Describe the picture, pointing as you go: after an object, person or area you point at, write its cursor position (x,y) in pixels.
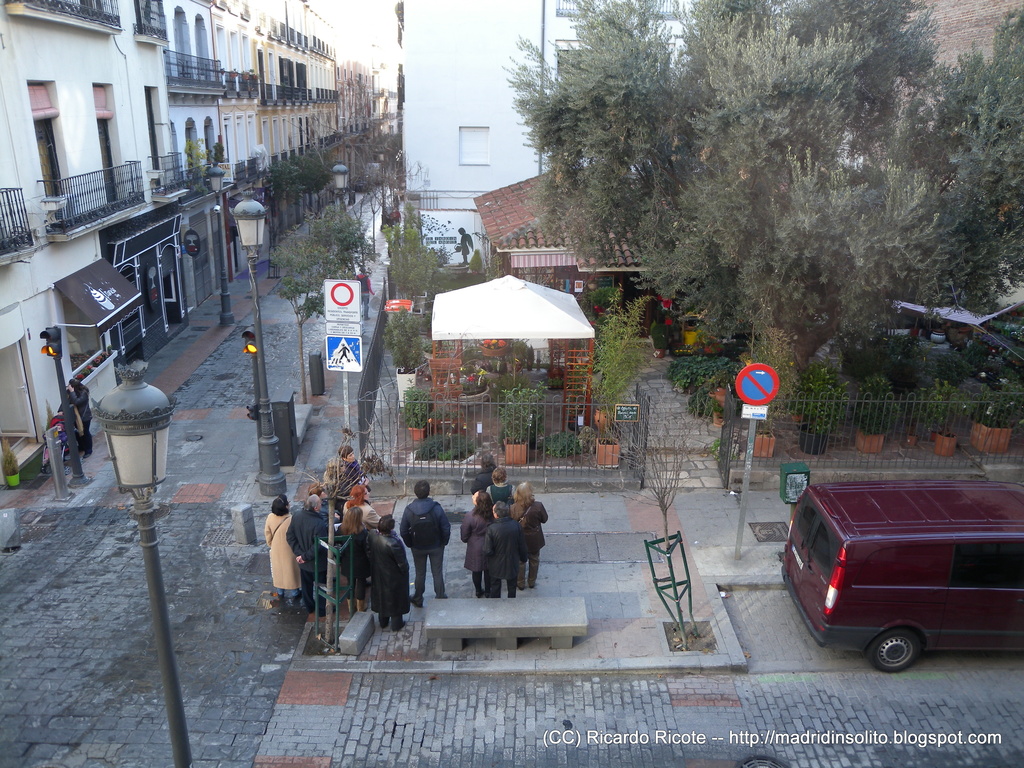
In this picture we can see a group of people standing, vehicle (841,560), poles (260,354), signboards (333,286), tent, sun shade (103,320), house plants (516,395), fence (367,446), lights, trees (306,300) and in the background (193,131) we can see buildings (108,119).
